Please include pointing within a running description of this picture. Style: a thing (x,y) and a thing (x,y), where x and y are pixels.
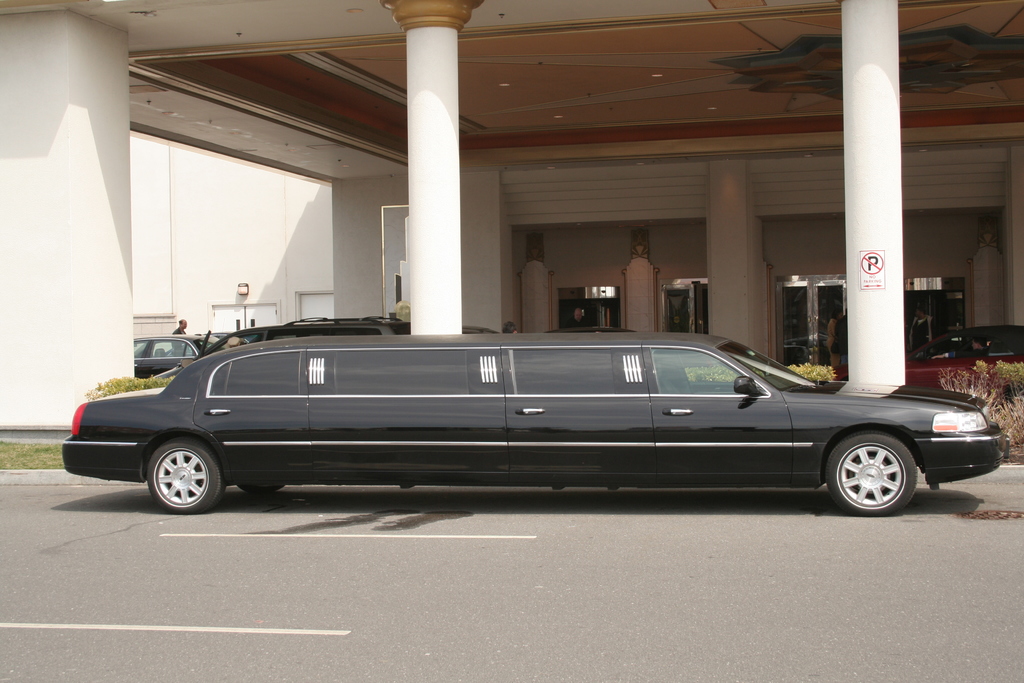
In this picture there is a black color car (389,466) parked in the front of the hotel (651,287). Behind there is a hotel (583,176) with the big pillars (872,330).
